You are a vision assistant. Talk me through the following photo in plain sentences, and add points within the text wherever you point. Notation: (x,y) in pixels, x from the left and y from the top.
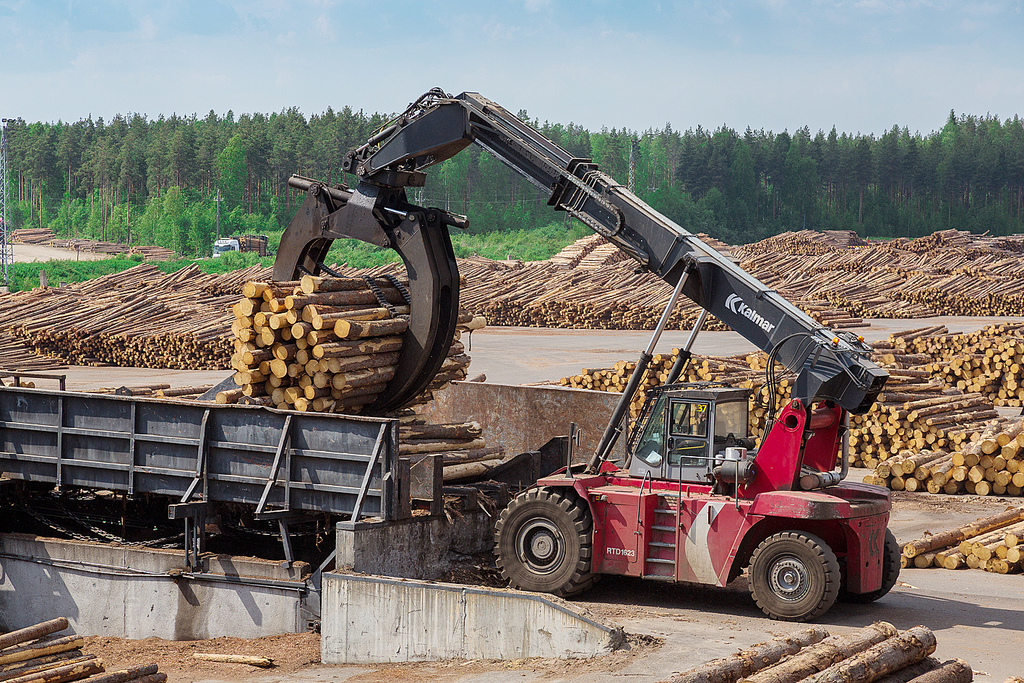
In this picture I can see two vehicles (445,231) carrying loads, there are wooden logs (542,300), there are trees (814,205), and in the background (487,81) there is the sky (479,5).
